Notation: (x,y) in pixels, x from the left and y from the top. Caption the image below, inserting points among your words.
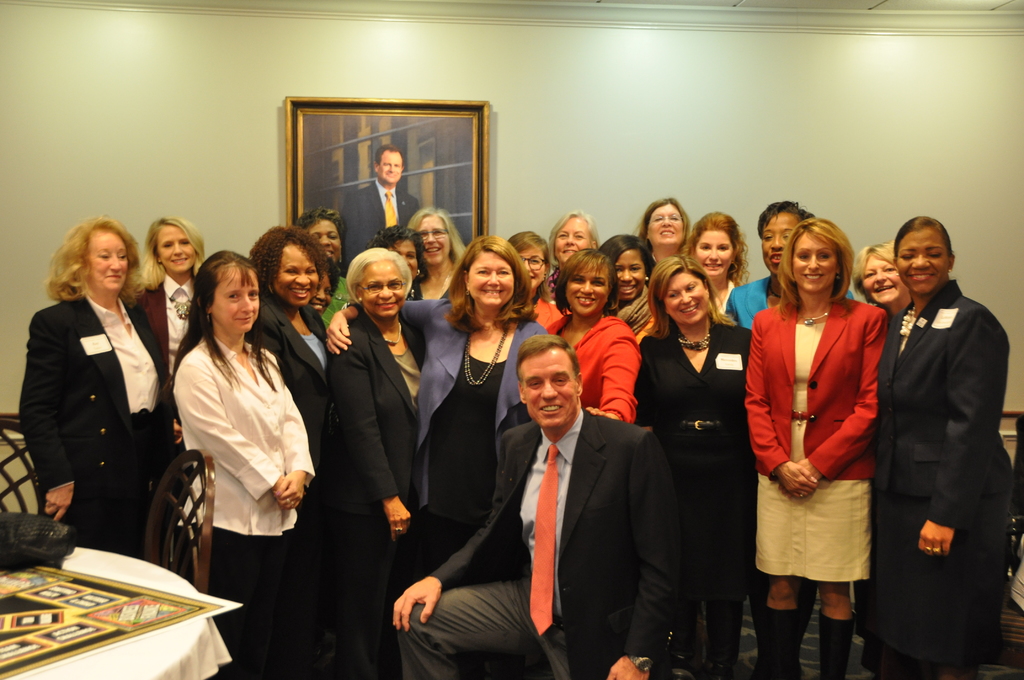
Here in this picture we can see a group of people (504,394) present over a place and all of them are smiling and most of them are wearing coats (363,359) and behind them on the wall (274,109) we can see a portrait (389,185) present and in the front (120,621) on the left side (165,646) we can see a table (151,647) with somethings (69,592) present on it.
